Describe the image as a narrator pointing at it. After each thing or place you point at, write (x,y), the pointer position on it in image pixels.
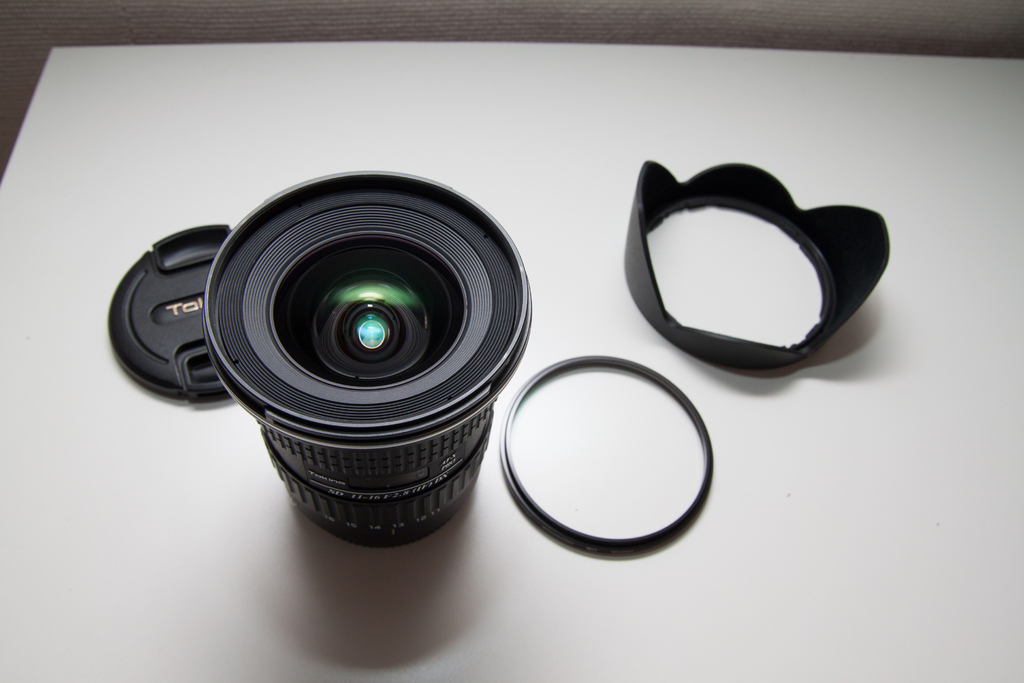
In this image we can see a camera lens (391,358), caps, and two other objects (642,270) on the white colored surface (570,154).
